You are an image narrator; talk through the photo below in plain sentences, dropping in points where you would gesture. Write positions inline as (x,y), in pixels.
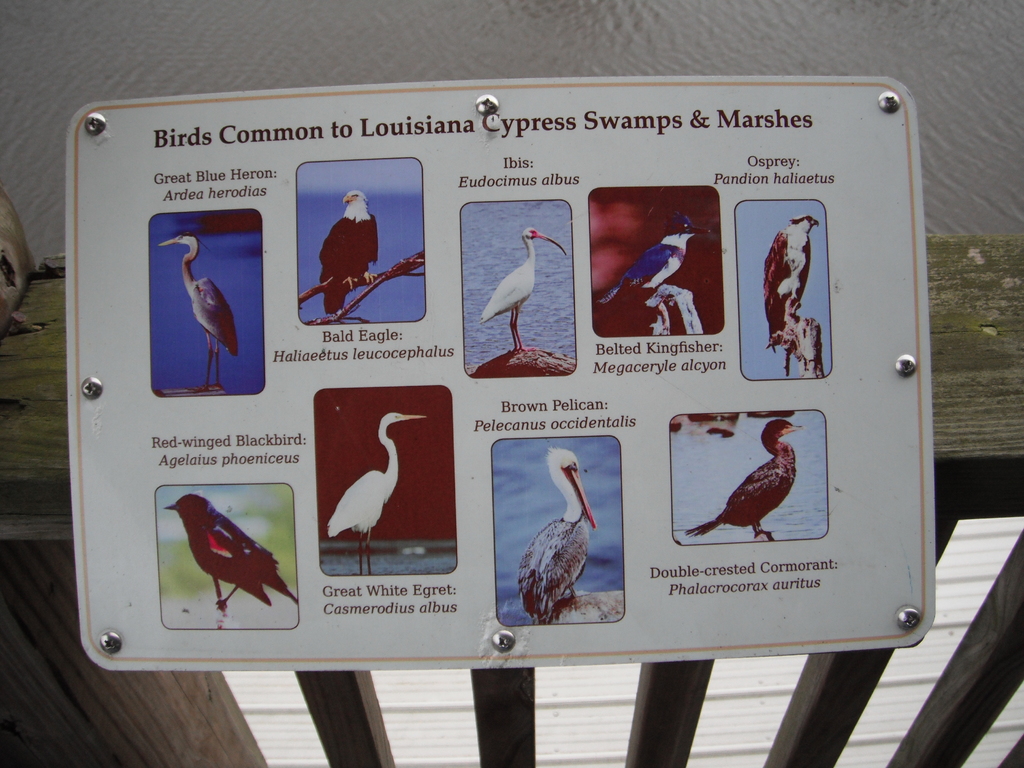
In this picture we can observe white color board (396,515) fixed to the wooden railing (36,372). We can observe different types of birds (499,293) on this board (445,434). In the background (283,78) there is water (784,63).
